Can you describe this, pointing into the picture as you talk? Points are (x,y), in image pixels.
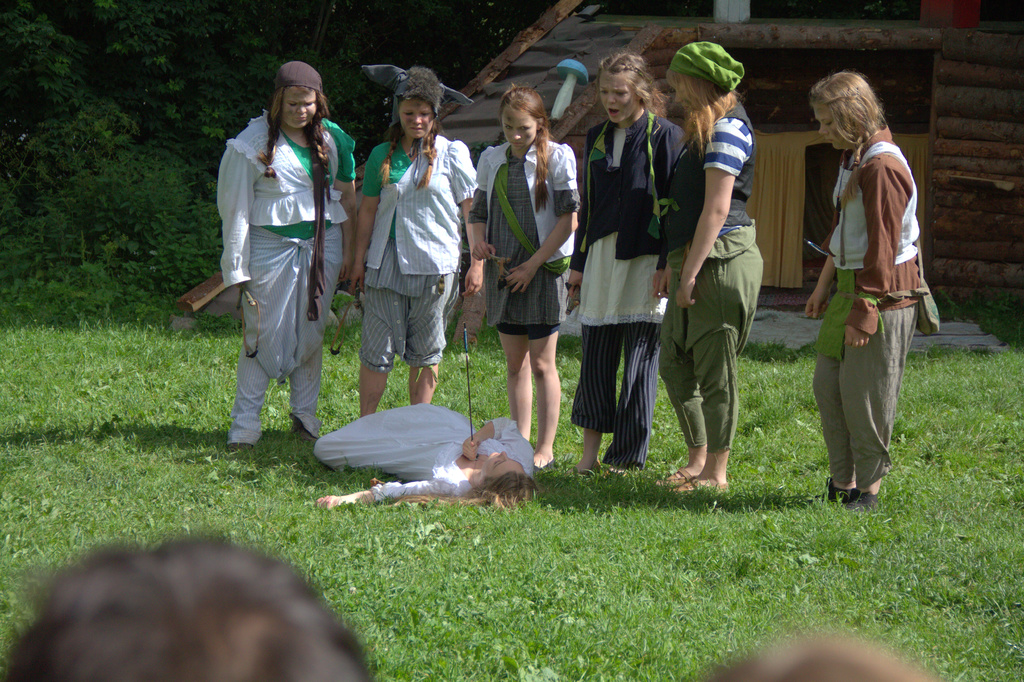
In the picture there is a group of women (543,260) standing beside a person (436,421) laying on the grass (477,511), she is shot with an arrow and behind the people (438,112) there is a wooden hut (823,65) and behind her there is a lot of greenery (70,256).
